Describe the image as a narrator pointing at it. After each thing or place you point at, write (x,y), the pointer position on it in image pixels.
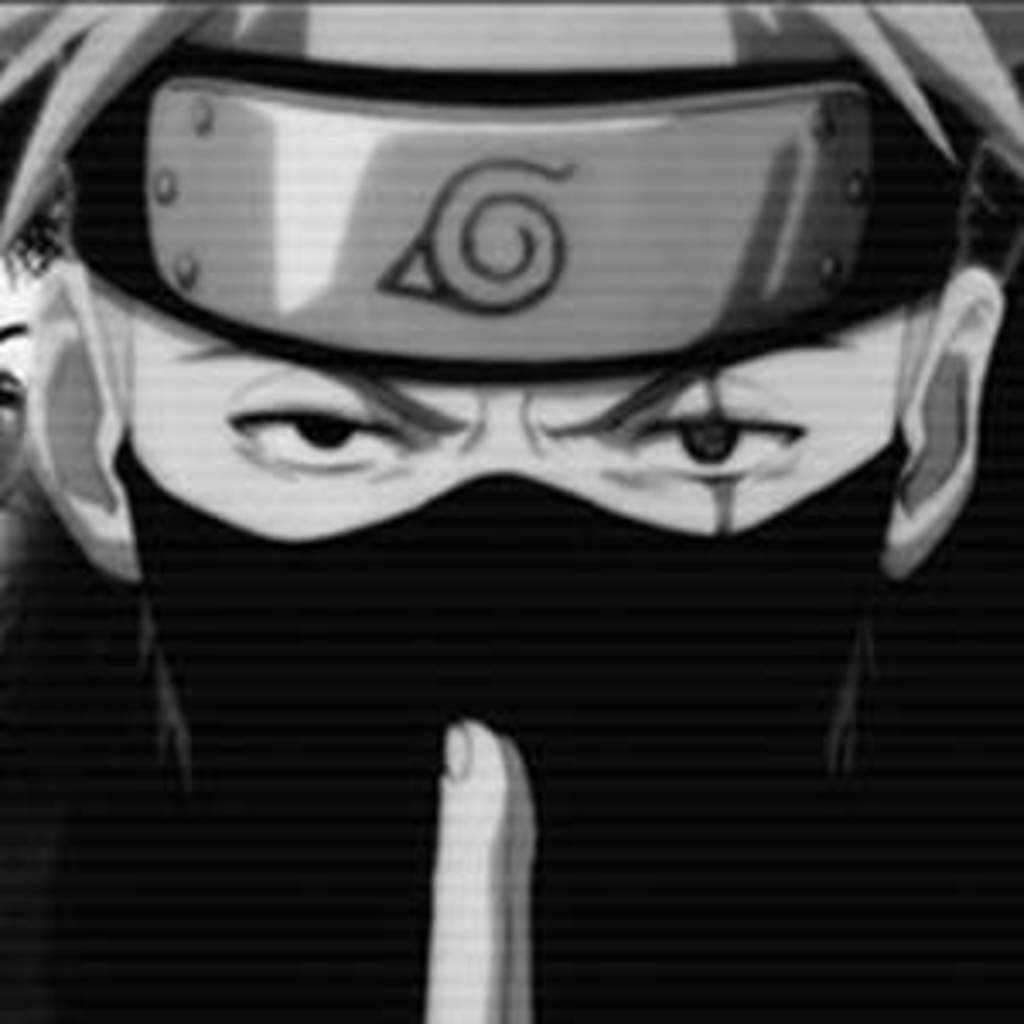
In this picture we can see a cartoon (478,403).
